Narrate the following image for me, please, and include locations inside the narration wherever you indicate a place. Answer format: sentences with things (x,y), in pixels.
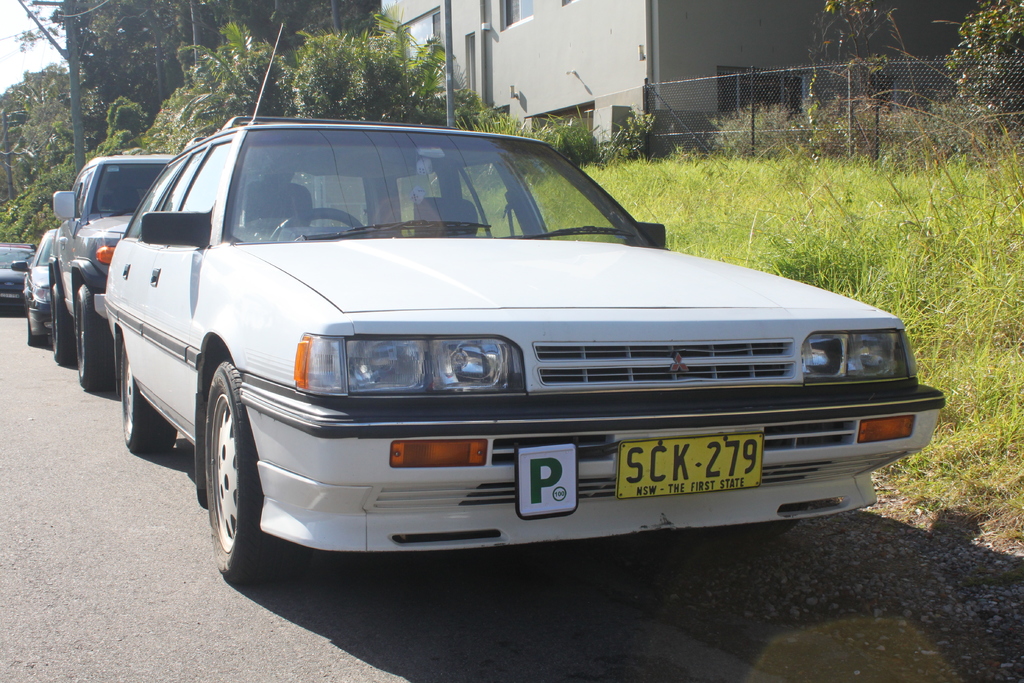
In this image there are a few vehicles (342,326) parked and there are a few poles (76,25), grass (824,214), trees (382,57), building (672,49) and there is a net fence (767,104). In the background (28,57) there is the sky (37,63).
